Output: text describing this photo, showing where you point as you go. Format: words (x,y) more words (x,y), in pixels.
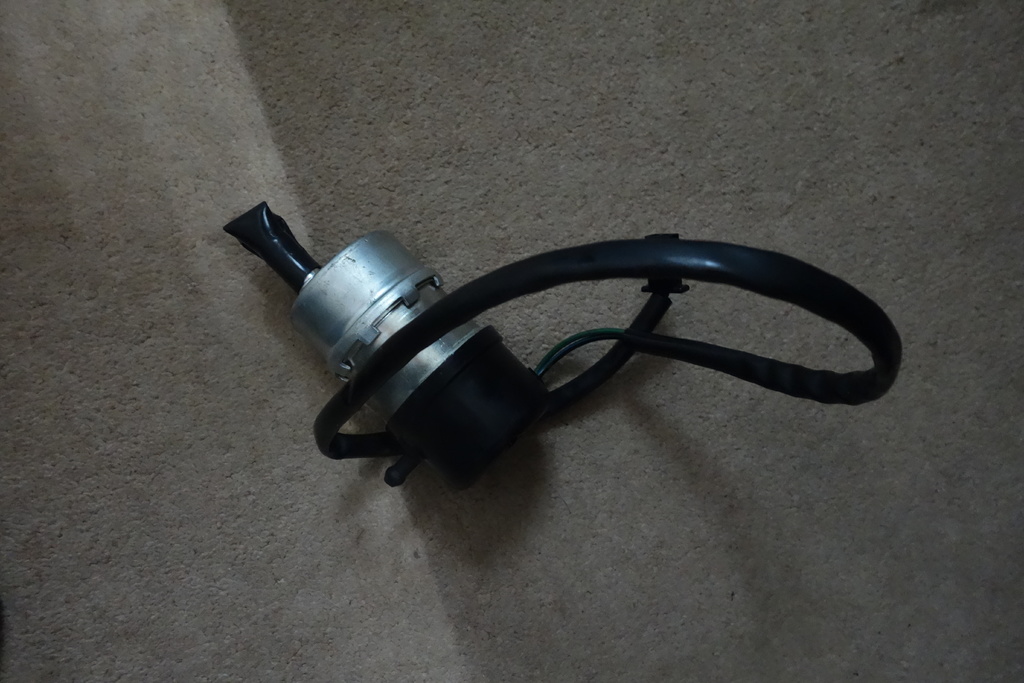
In the middle of the picture (504,270), we see a fuel pump (453,348). In the background (365,163), it is beige in color.
